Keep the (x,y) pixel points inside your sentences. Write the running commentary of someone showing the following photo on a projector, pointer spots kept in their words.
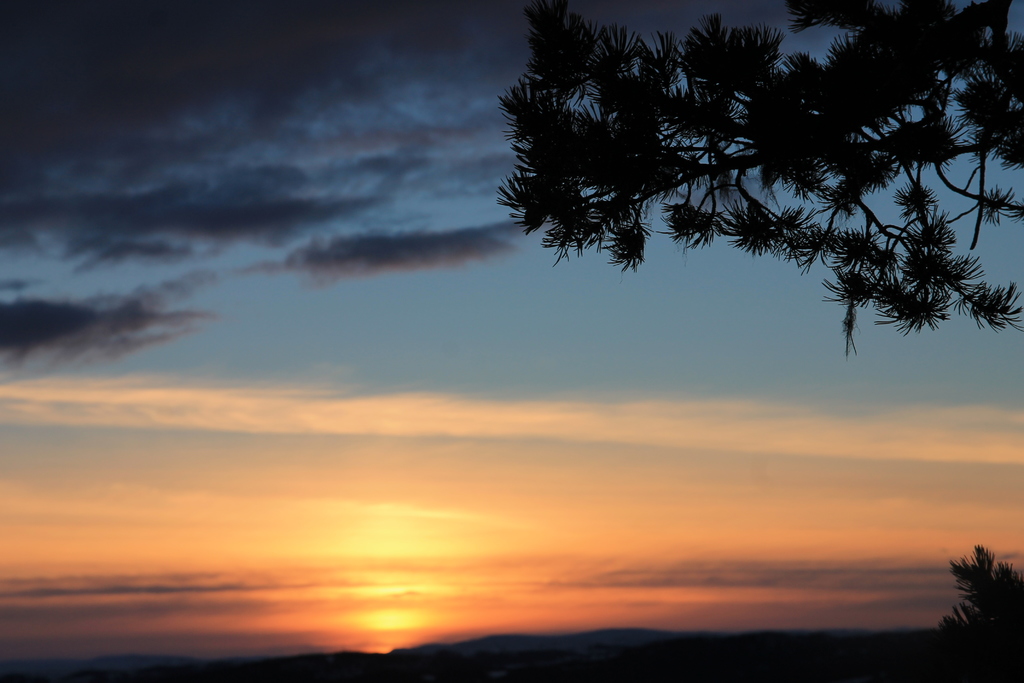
In this image we can see trees (735,121), hills (509,644), sky (398,340) and clouds (323,168).
